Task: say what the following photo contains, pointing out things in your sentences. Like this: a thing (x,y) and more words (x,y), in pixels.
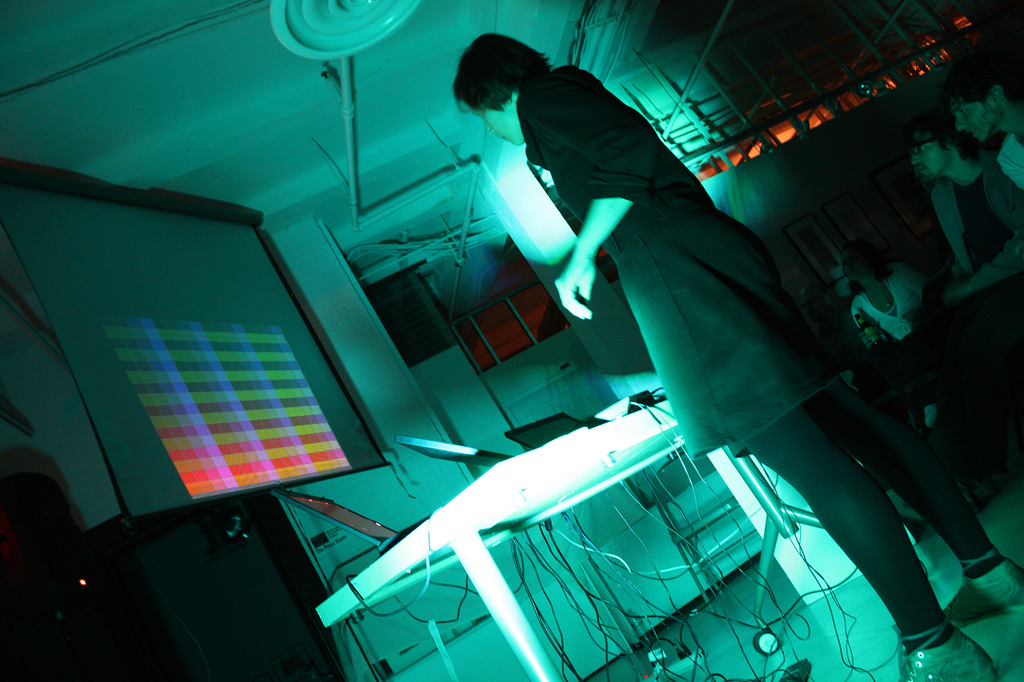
In the image we can see a person (752,346) standing, wearing clothes (781,404), shoes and in front of the person (749,383) there is systems (344,519). Here we can see projected screen (212,375) and behind the person (686,305) there are other people (987,250) sitting, wearing clothes (994,264).
